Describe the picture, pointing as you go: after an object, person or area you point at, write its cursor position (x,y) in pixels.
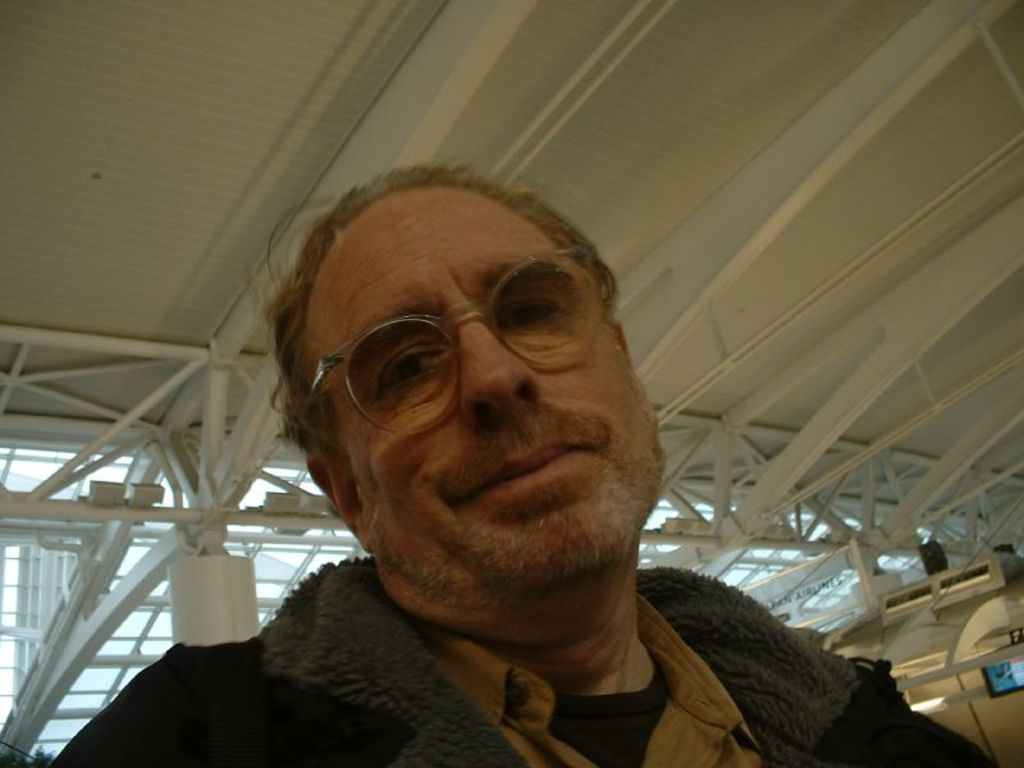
In the image there is an old man (399,738) in jacket (780,740) and specs (441,372) smiling and above its a metal ceiling (211,265).
